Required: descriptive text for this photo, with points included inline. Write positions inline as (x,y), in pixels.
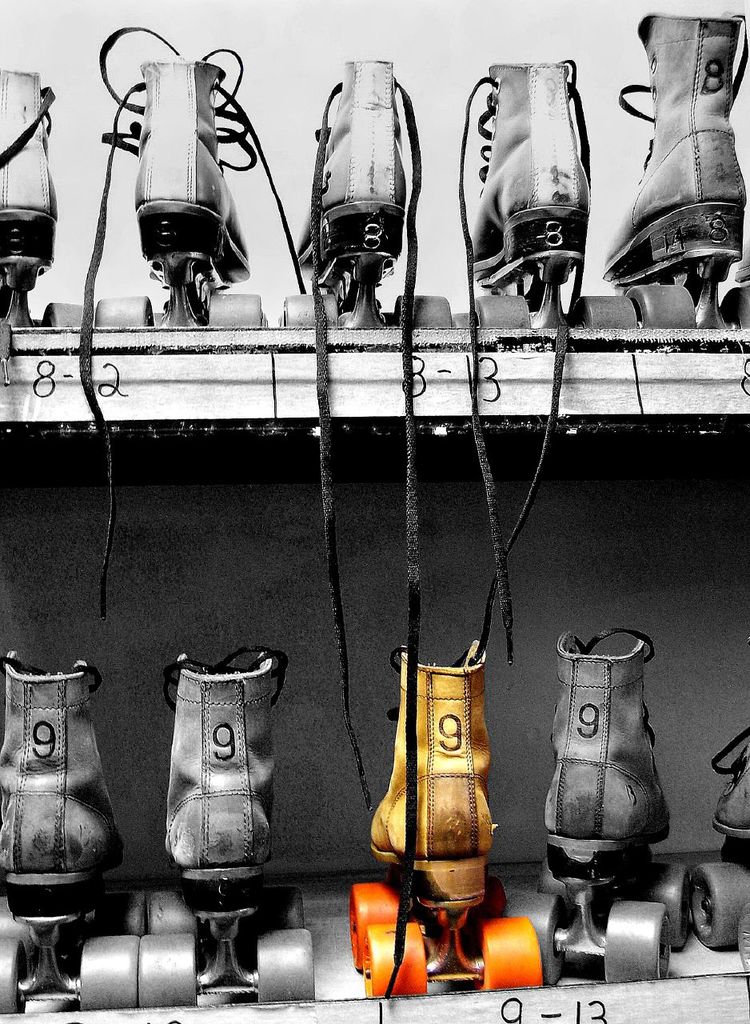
Here in this picture we can see number of skating shoes (244,733) present in the racks (275,810) over there.
